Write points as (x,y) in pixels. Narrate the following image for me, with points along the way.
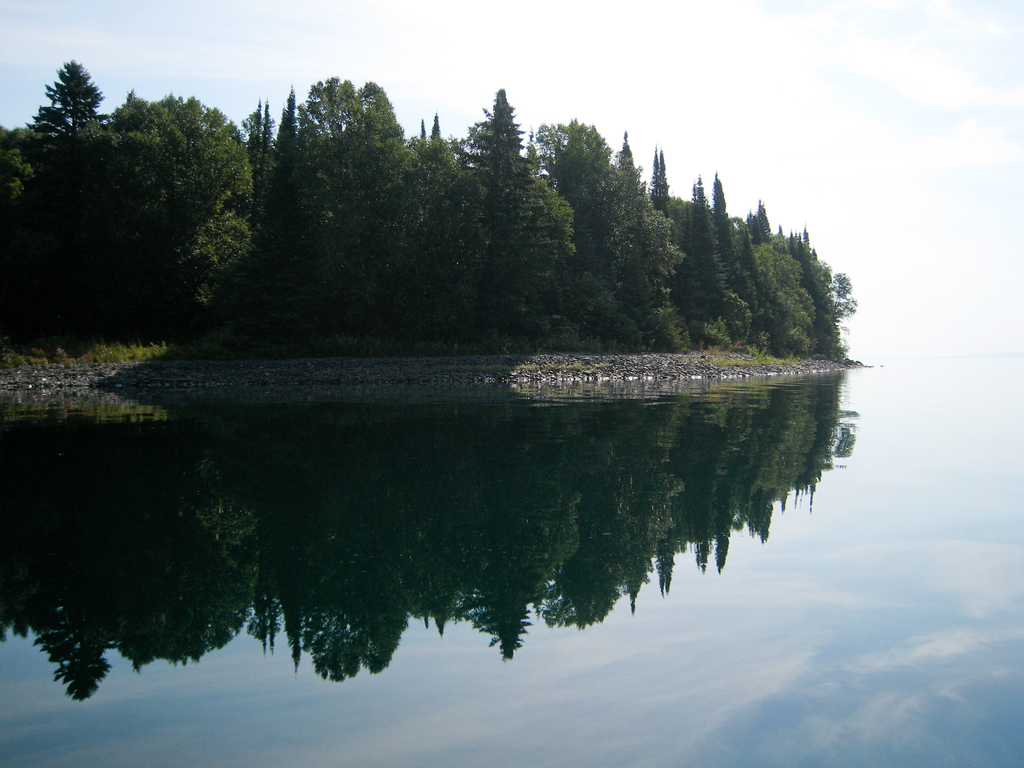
In this image we can see the water body (531,607) and in the background (122,210), we can see some trees (510,281) and grass (85,358) on the ground (22,370). At the top (954,162) we can see the sky (974,325).
